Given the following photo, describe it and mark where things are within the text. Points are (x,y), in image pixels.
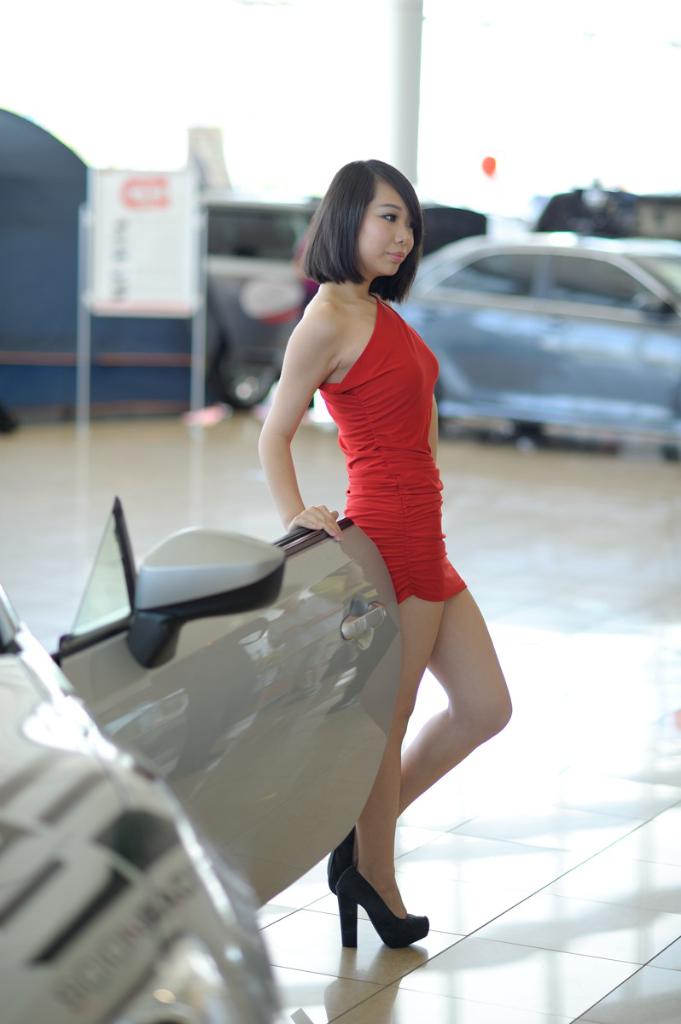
In the middle (375,506), we see a woman (432,380) in the red dress (432,380) is standing and she is posing for the photo. Beside her, we see the door (323,569) of a car (241,693). In the left bottom (127,887), we see a car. At the bottom (602,866), we see the floor (600,877). On the right side (638,336), we see a car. Beside that, we see a pole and a vehicle (274,297) in black color. On the left side (33,260), we see an object (75,327) in blue color. At the top (561,100), we see the sky (558,112) and this picture is blurred in the background (555,403).
